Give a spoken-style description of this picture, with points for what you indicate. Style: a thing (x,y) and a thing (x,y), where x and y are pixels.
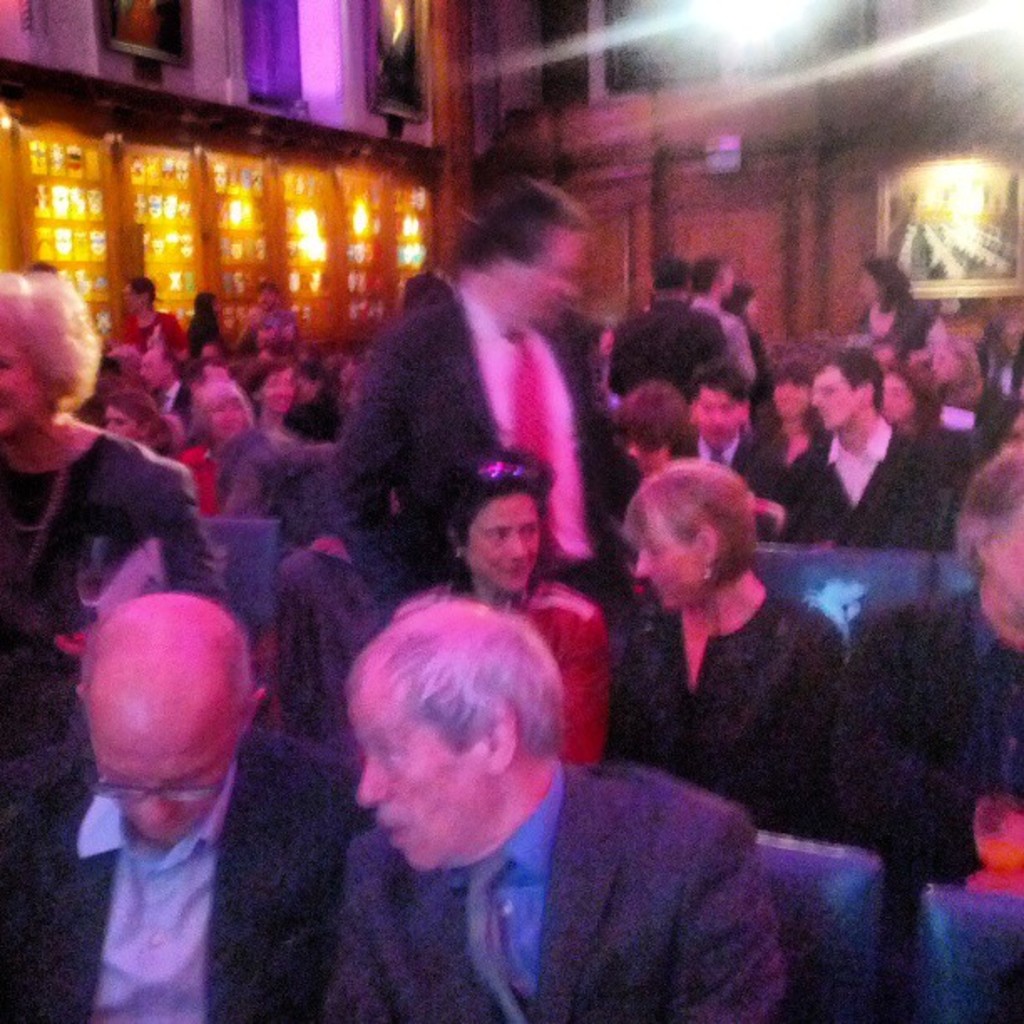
In the picture there are many people (442,615) present sitting on the chair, there is a wall (602,216), on the wall (602,216) there are lights (92,232) present, there are frames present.
